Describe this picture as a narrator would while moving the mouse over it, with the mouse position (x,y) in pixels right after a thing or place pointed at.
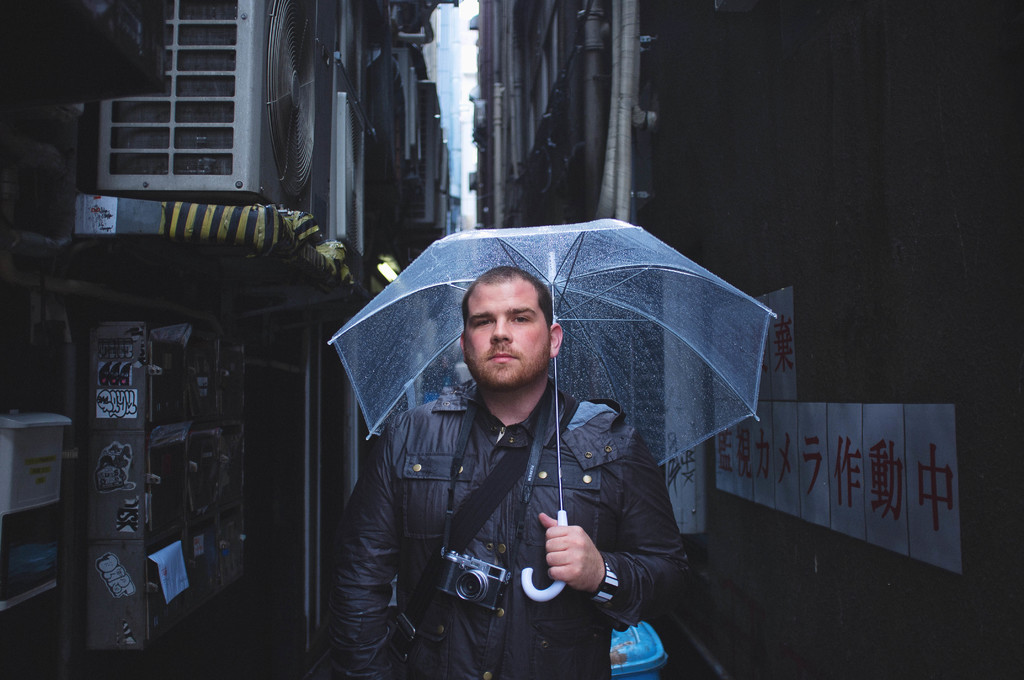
In front of the picture, we see a man (582,504) in the black jacket (527,639) is wearing the bag (439,561) and a camera (446,564). He is holding a transparent umbrella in his hand (585,551). Behind him, we see an object (651,641) in blue color. On either side of the picture, we see the buildings (716,144) and the posters (859,483) are pasted on the walls (262,452). On the left side (137,183), we see the air conditioner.
